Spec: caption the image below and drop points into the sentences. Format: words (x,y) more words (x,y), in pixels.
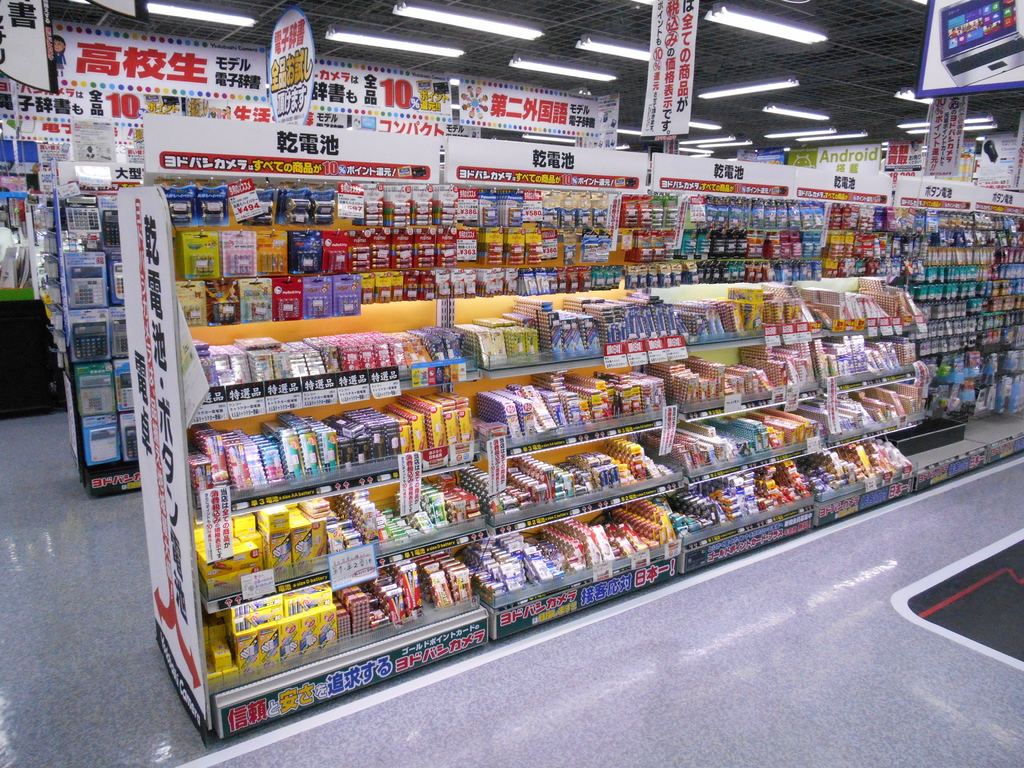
In this image there are items (535,284) in the aisle (485,180) in a supermarket (128,604).
